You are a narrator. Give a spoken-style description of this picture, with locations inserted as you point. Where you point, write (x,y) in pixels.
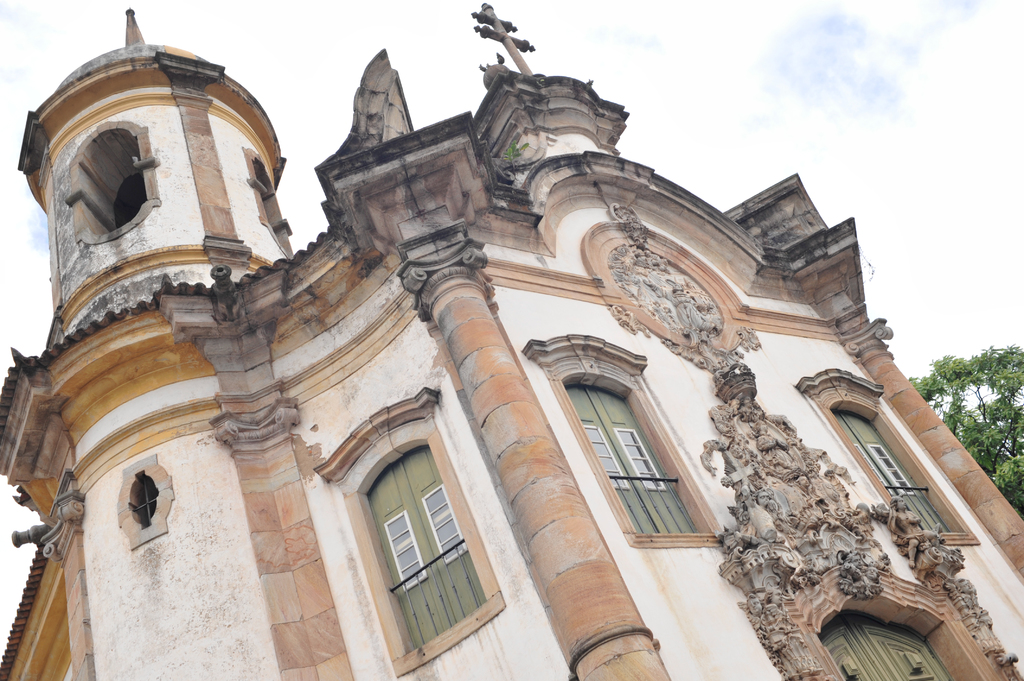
In this picture I can see a building (652,616) and a tree (966,383) and I can see few stone carvings (794,512) on the wall (684,449) and a cloudy sky (705,91).
